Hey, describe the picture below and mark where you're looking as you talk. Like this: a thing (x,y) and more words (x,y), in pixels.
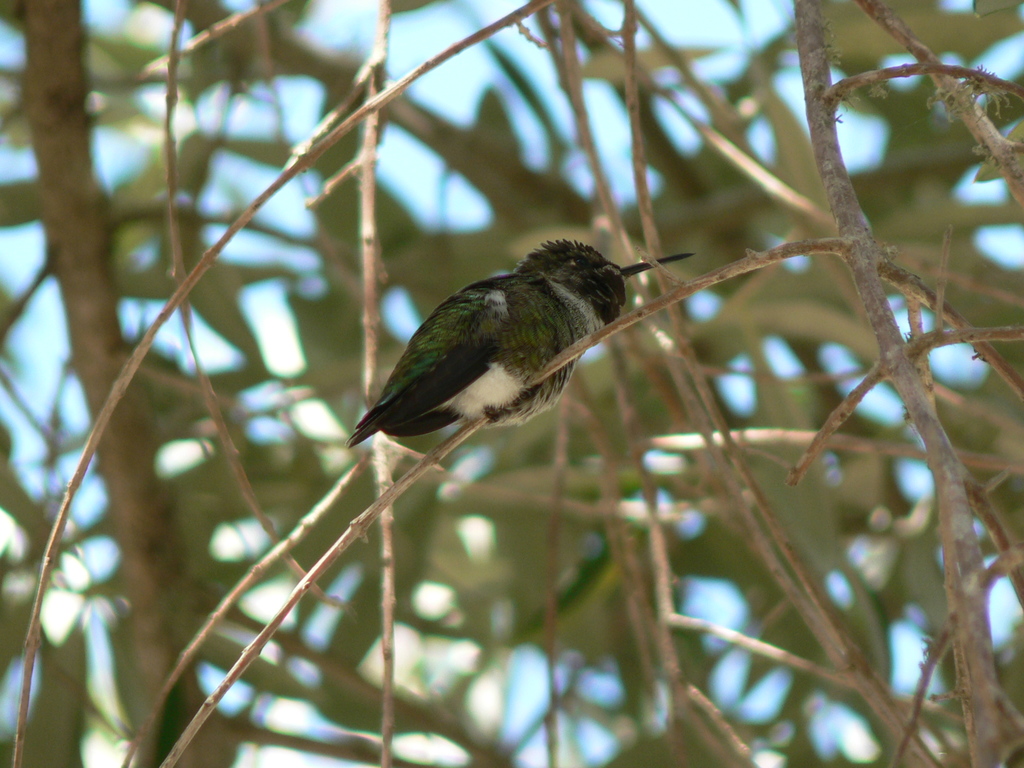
In this image I see the branches (801,19) of a tree (904,134) and I see a bird (583,293) over here which is black, white and green in color and it is blurred in the background (679,478) and I see the blue sky (699,42).
